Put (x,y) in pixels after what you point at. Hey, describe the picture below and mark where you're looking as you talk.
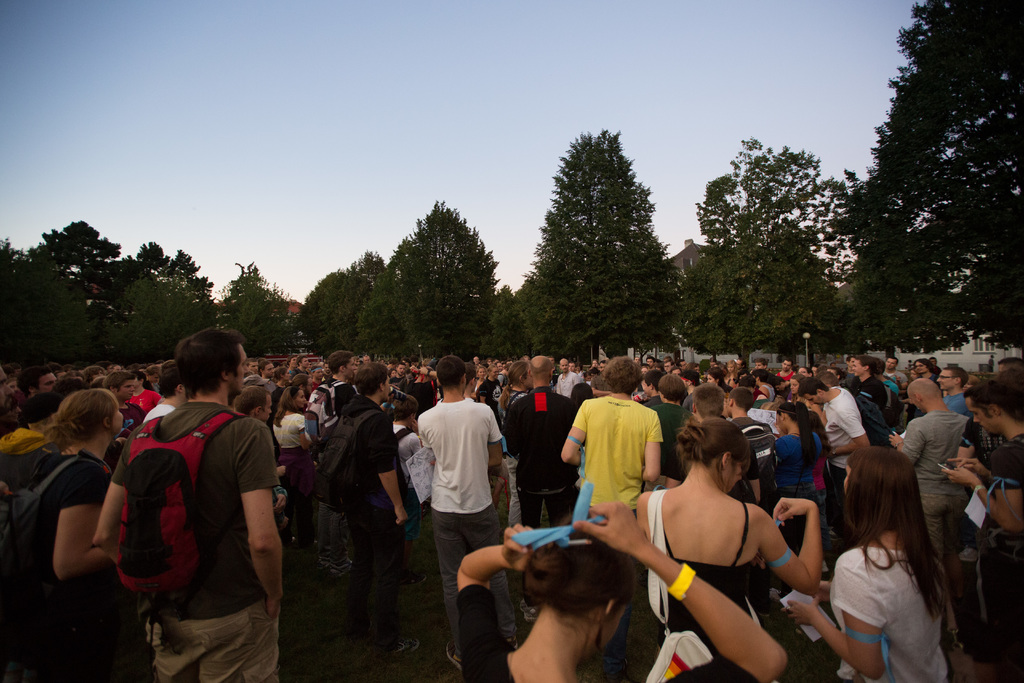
In this picture we can see a group of people (533,416) standing on the grass (299,551) and in front of the people (577,479) there is a pole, houses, trees (804,345) and a sky (465,137).
